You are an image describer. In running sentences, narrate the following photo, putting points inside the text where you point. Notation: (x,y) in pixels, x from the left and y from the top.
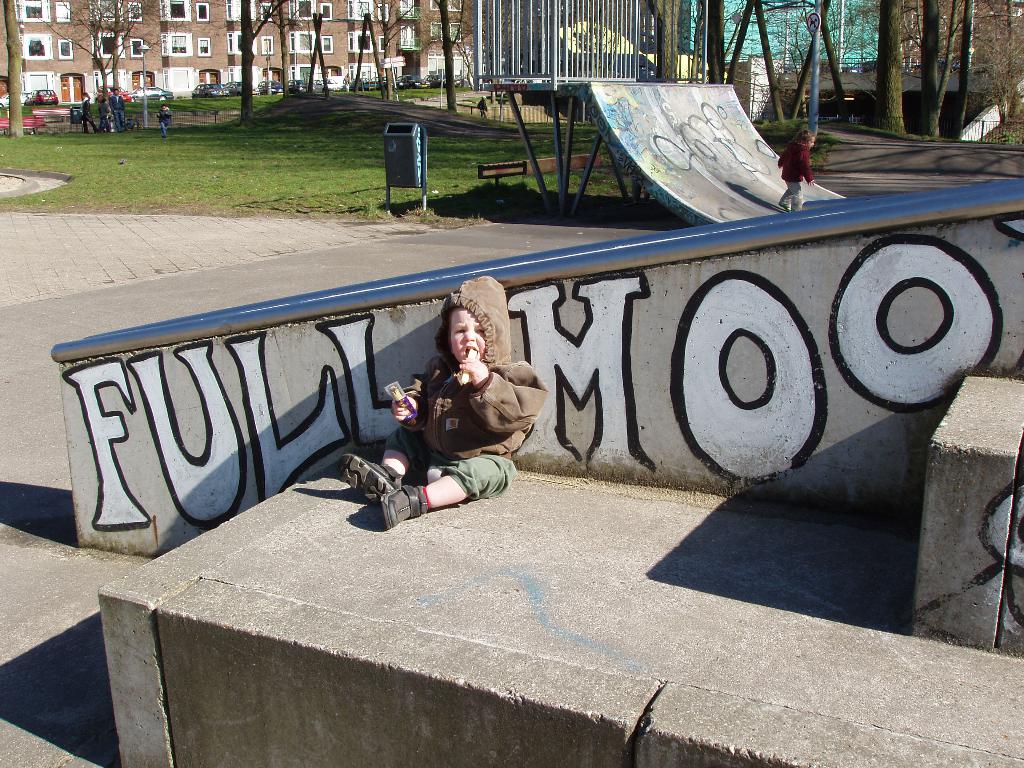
In the center of the image (485,332) we can see kid (434,423) sitting at the wall (232,468). In the background (798,196) we can see kid (792,175) is walking, dustbin (413,152), persons (167,110), grass (129,140), trees (311,70), building (422,52), road (941,161) and sign board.
